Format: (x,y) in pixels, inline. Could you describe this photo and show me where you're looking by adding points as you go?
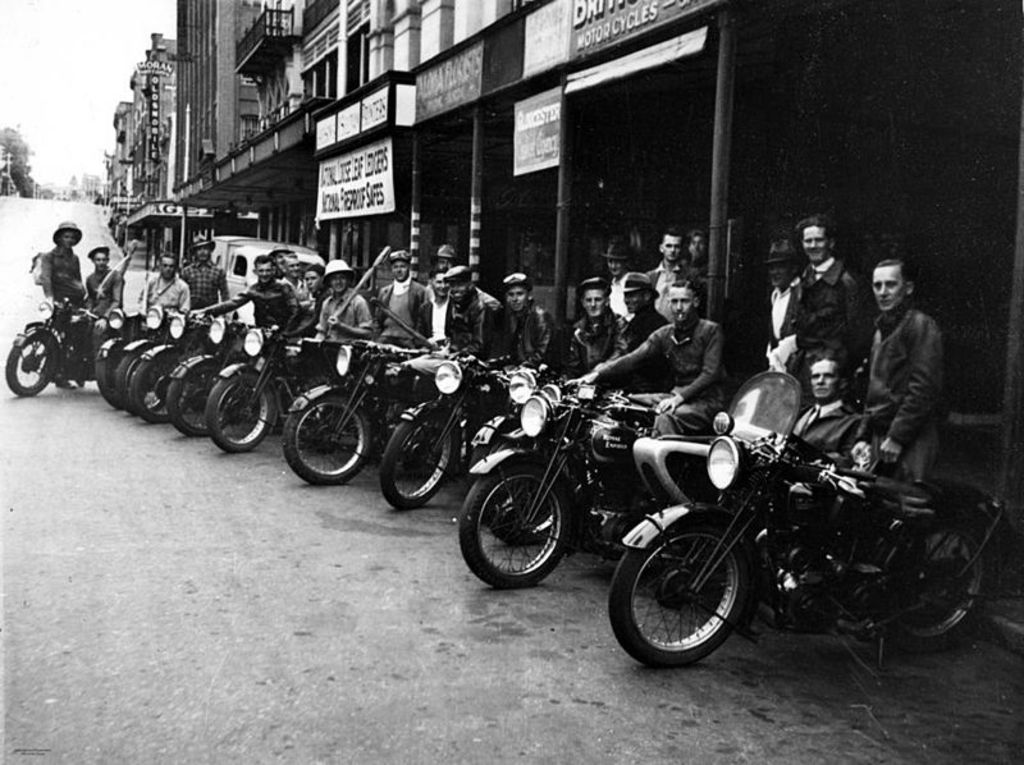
In this image there are many motorbikes (229,377) and many people (500,303) sitting on the bikes (450,357). In the background (574,299) there are many buildings (493,78).
